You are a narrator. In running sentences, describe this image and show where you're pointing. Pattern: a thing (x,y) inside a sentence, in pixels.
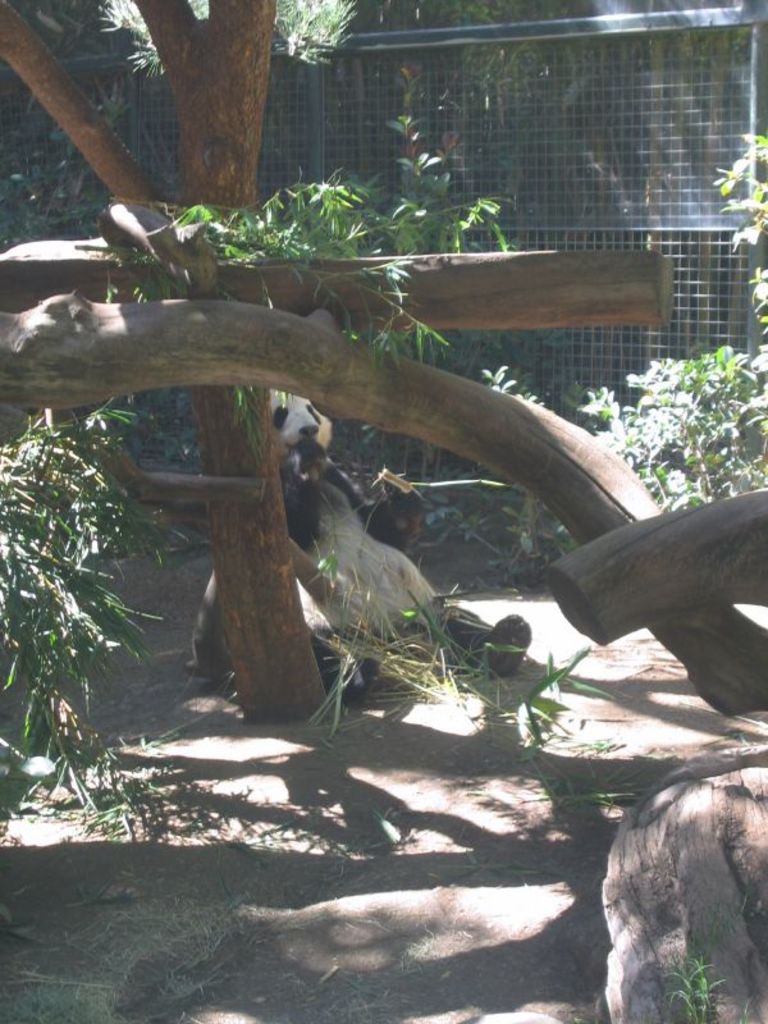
In the center of the image (336,510) we can see a panda (387,566). And we can see a tree (264,507), fence (711,234), plants (49,593) and tree trunks (528,418). Behind the fence (483,225), we can see trees (577,80).
